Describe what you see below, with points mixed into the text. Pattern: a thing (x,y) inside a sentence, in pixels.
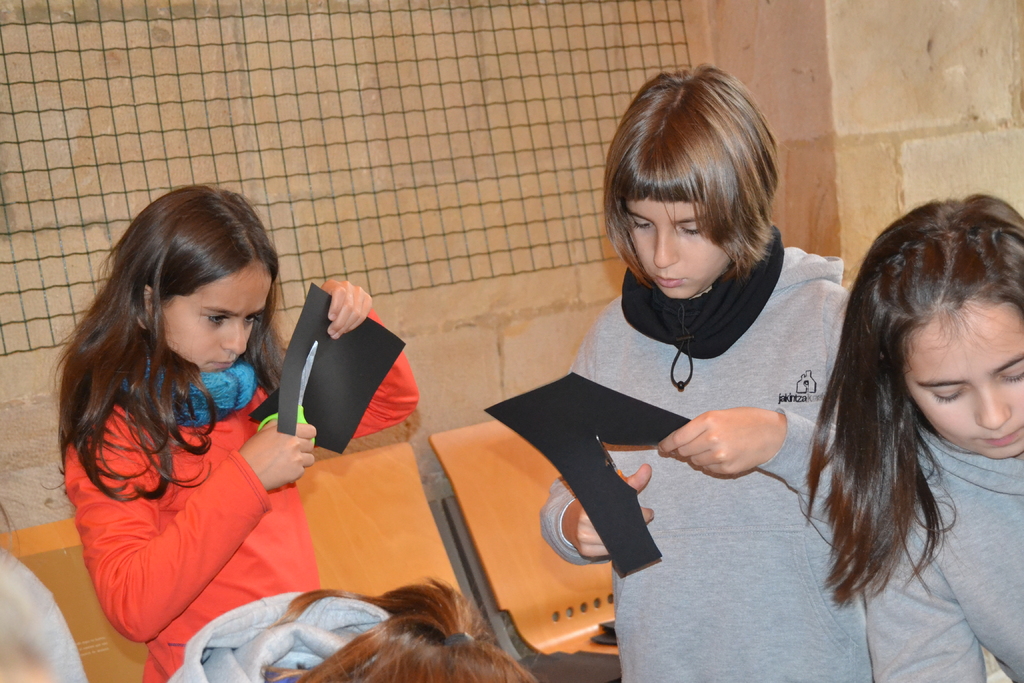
In this image I can see the group of people (858,639) with different color dresses (229,515). I can see two people (275,502) are holding the black color papers (323,442) and the scissors (301,377). In the background (391,196) I can see the wall (531,171).
